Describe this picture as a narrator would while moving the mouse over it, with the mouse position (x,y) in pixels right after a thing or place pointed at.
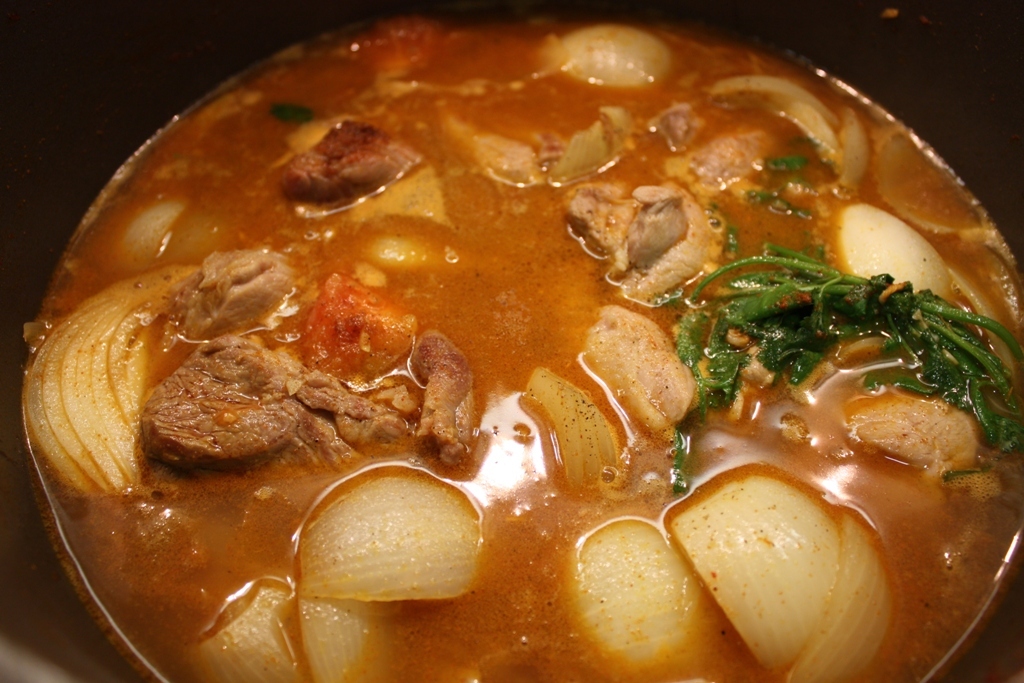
In this image there is a food item (489,439) in a bowl (1006,221).
